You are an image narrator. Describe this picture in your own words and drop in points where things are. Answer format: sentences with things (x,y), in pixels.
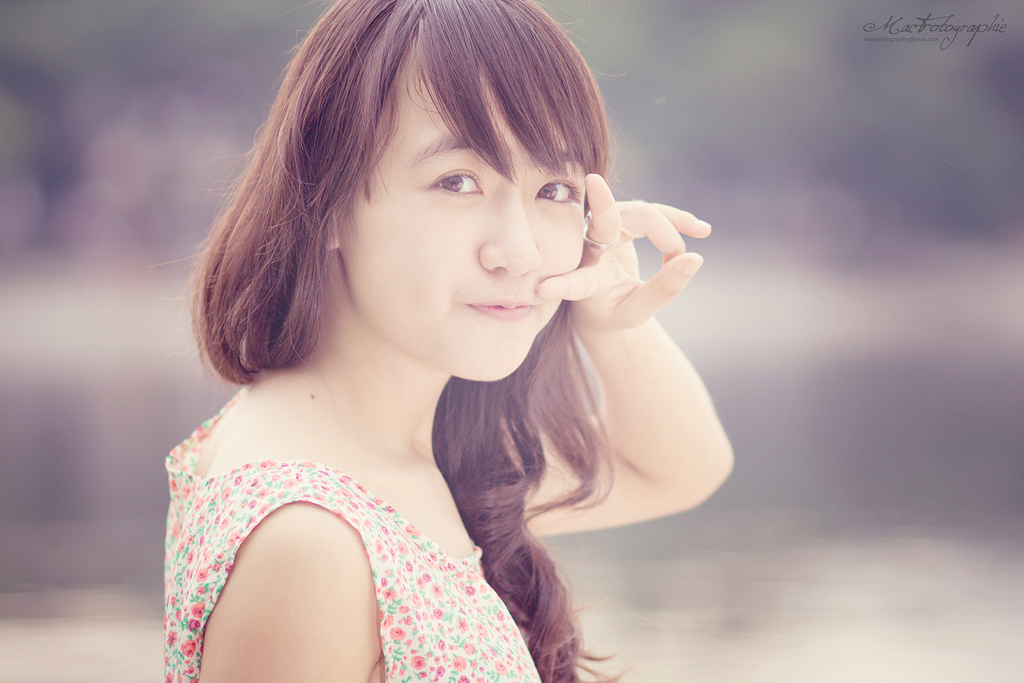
In this picture, there is a woman (528,351) in floral top (369,525).
